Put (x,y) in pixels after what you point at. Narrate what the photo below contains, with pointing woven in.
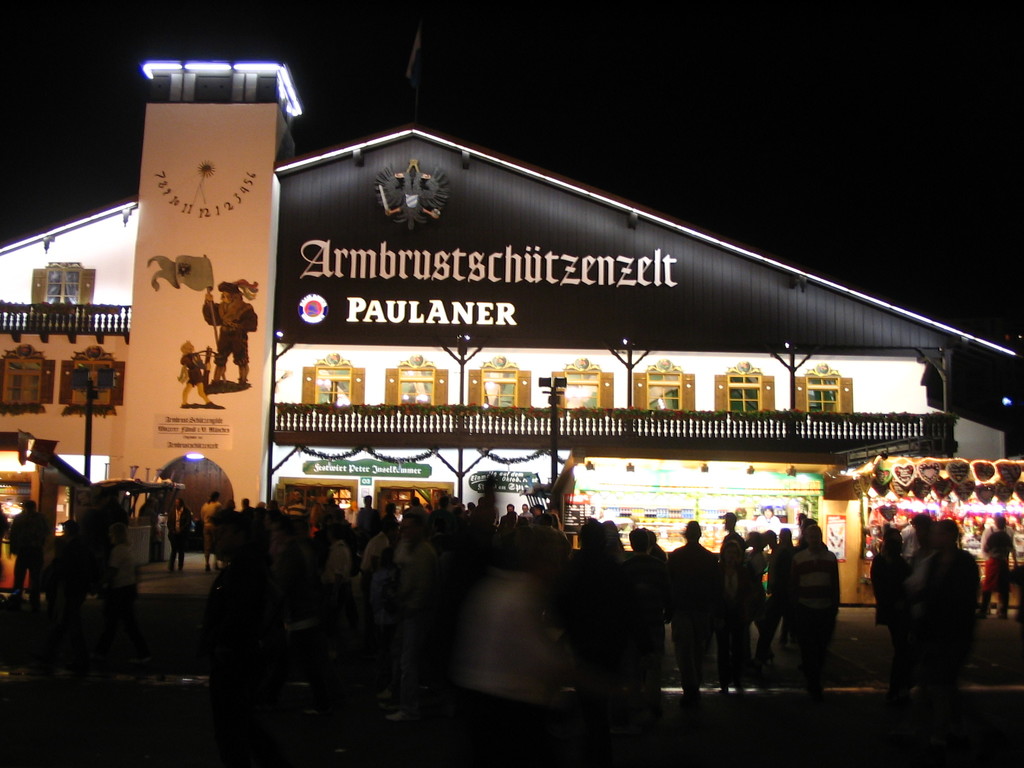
In the image I can see a few people (358,551) are standing. In the background (420,468), I can see buildings (399,392) and some written text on the board (367,204).
